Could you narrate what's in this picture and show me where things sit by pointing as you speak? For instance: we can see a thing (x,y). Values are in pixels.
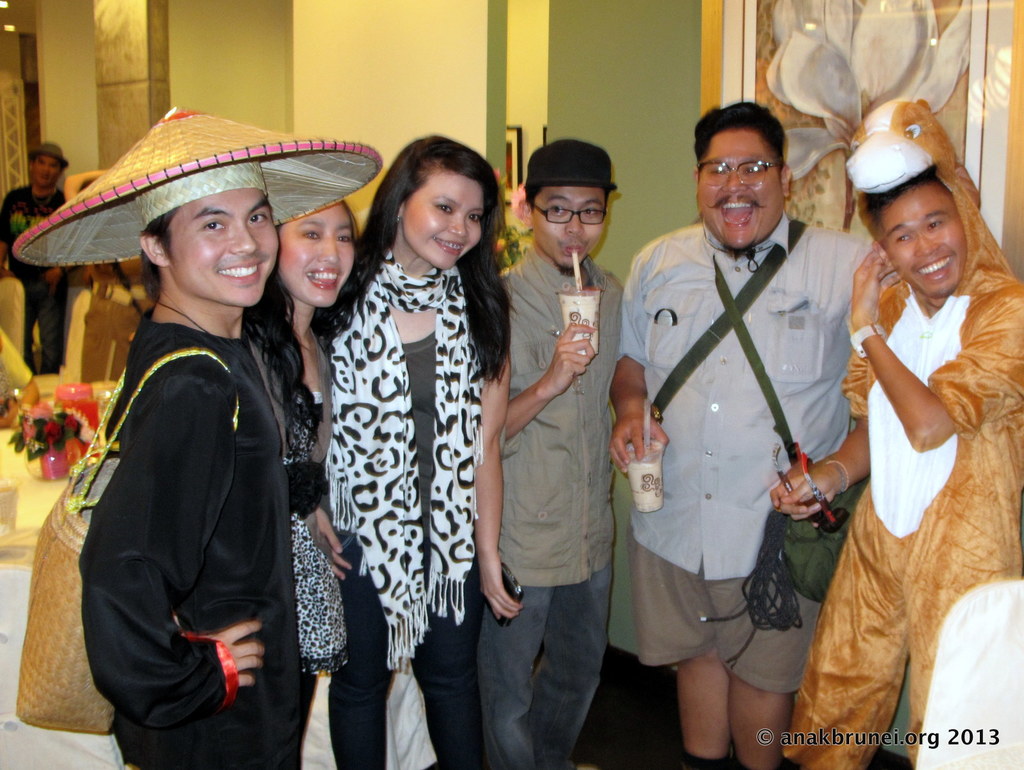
In this picture I can see in the middle (677,467) a group of people (536,325) are standing and smiling, in the right hand side (934,736) bottom there is the text (919,737).
